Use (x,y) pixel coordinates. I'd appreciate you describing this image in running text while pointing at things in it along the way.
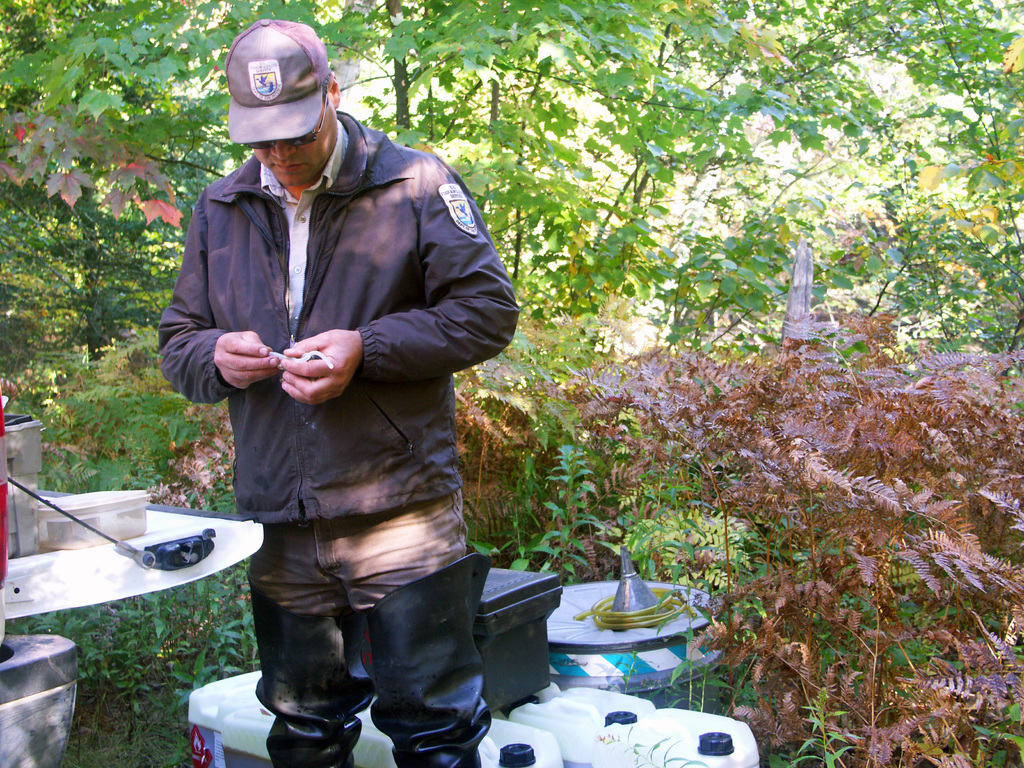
In this picture I can see there is a man (423,686) standing and he is wearing a black color coat (339,412) and there is a object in his hand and in the backdrop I can see there are some plants (665,375) and trees (8,73).
